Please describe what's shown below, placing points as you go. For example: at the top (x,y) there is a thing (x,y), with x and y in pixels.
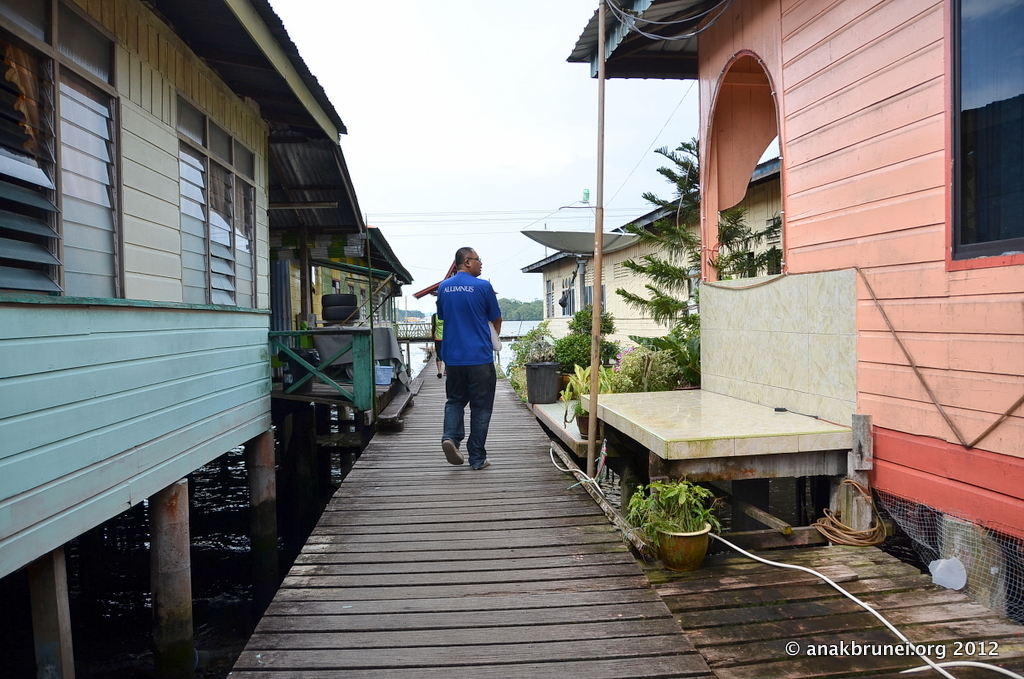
In the middle of this image (457,322) there are two persons (451,377) walking on the boardwalk (427,551). On the right (950,187) and left side of the image (214,377) there are few buildings (164,451). On the right side (694,518) there are few plants (641,364) in front of the buildings (628,311). In the bottom left (236,544), I can see the water (215,572). In the background (532,312) there are some trees (511,303). At the top of the image (483,65) I can see the sky (453,34).
